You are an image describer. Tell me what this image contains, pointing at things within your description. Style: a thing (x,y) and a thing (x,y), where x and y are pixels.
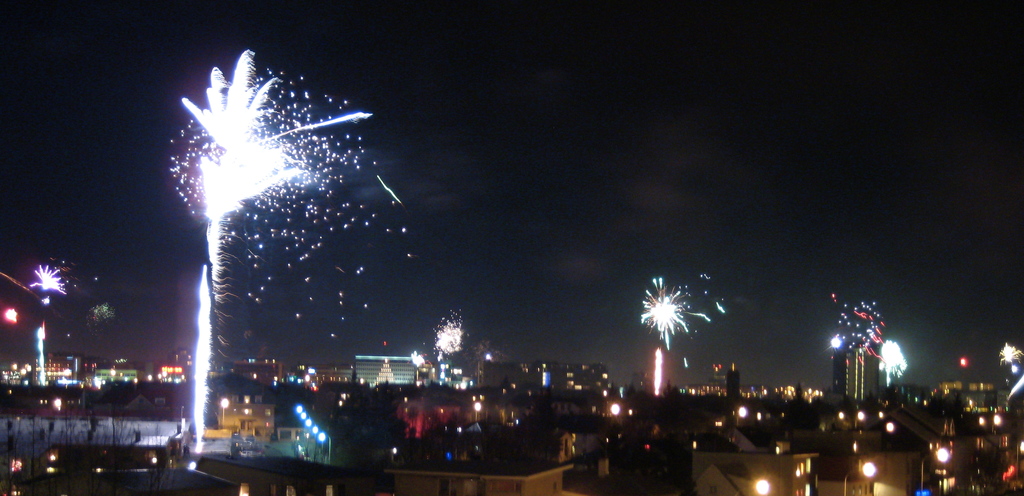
In this picture there are few buildings (756,440) and fireworks (272,211).
